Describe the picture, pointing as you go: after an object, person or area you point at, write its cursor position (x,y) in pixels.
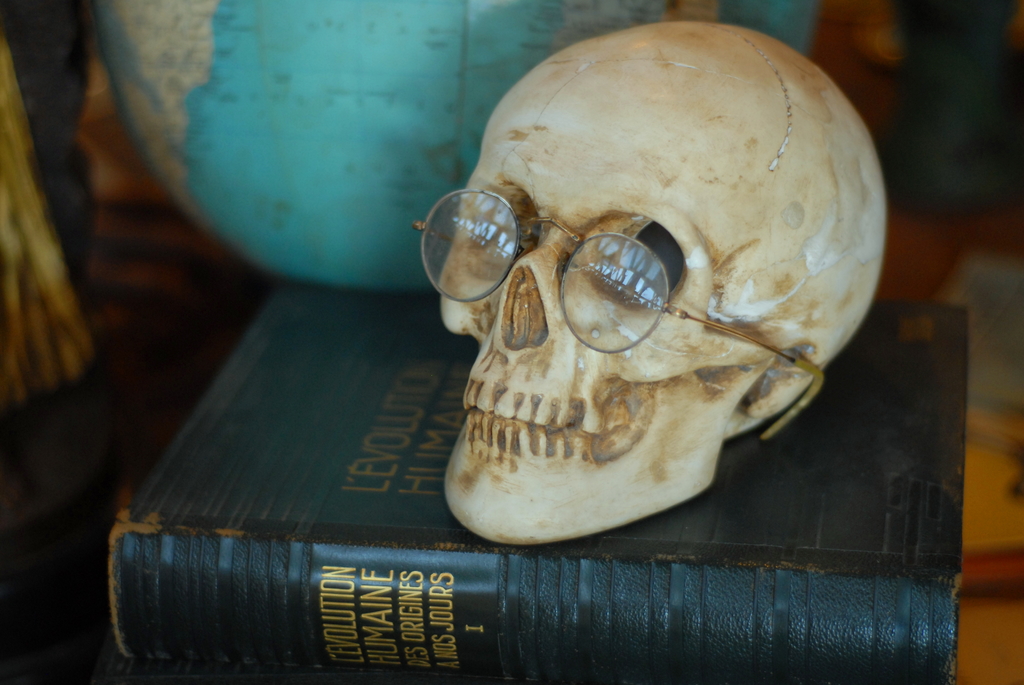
In this picture we can see white skull (719,315) with specs (476,237) is placed on the black book (285,582). Behind we can see blue globe (327,137).
